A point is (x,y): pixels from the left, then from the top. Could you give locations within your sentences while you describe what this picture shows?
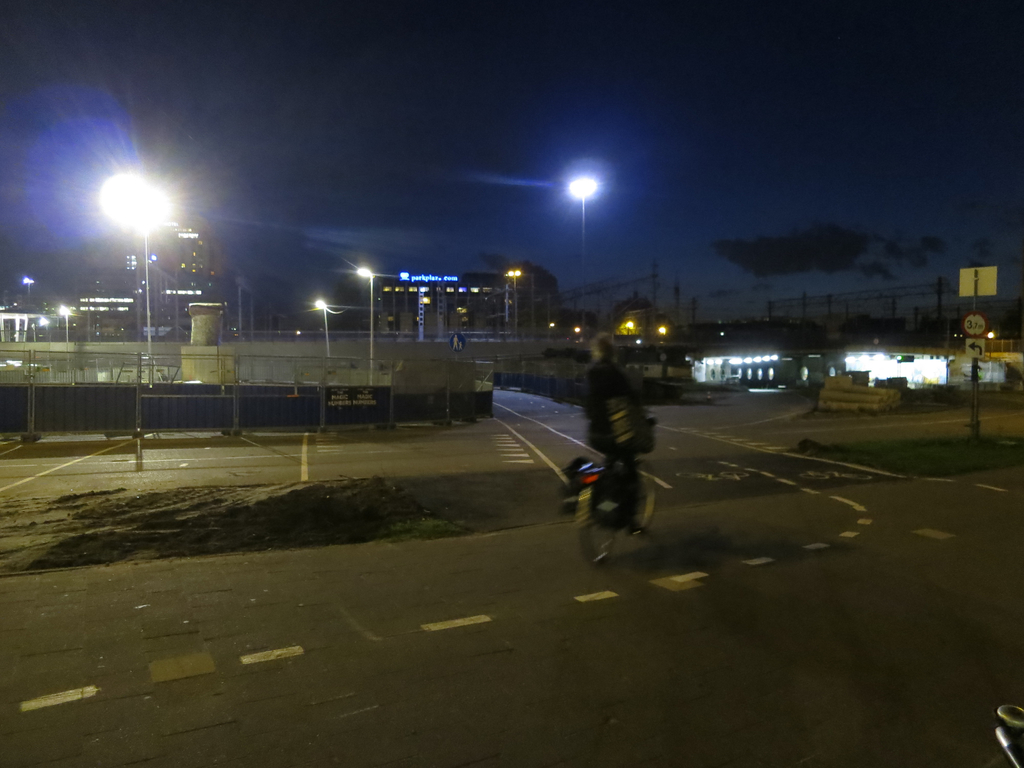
In the center of the image (617,436) we can see a person (634,495) riding a bicycle (606,525) on the road (565,565). On the left side of the image (318,389) we can see a fence (169,389), a group of lights (128,194) on poles (327,307). In the background (455,297), we can see buildings (495,322) and the cloudy sky (749,244).
